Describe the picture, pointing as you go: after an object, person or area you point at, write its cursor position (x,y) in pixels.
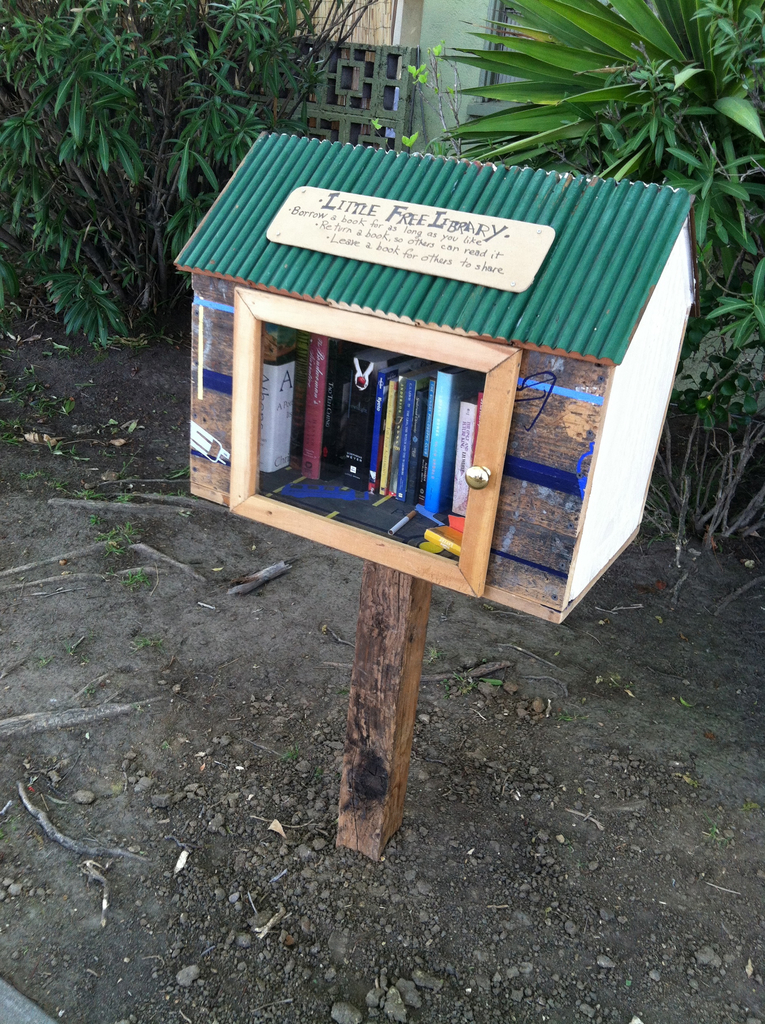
In this image we can see a toy house (254,339), inside the toy house (436,576) we can see some books (406,441) and on the toy house (471,212) we can see a board (398,219) with some text (418,237), there are some trees (241,26) and stones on the ground (194,596), in the background (452,12), we can see a building (499,17).
